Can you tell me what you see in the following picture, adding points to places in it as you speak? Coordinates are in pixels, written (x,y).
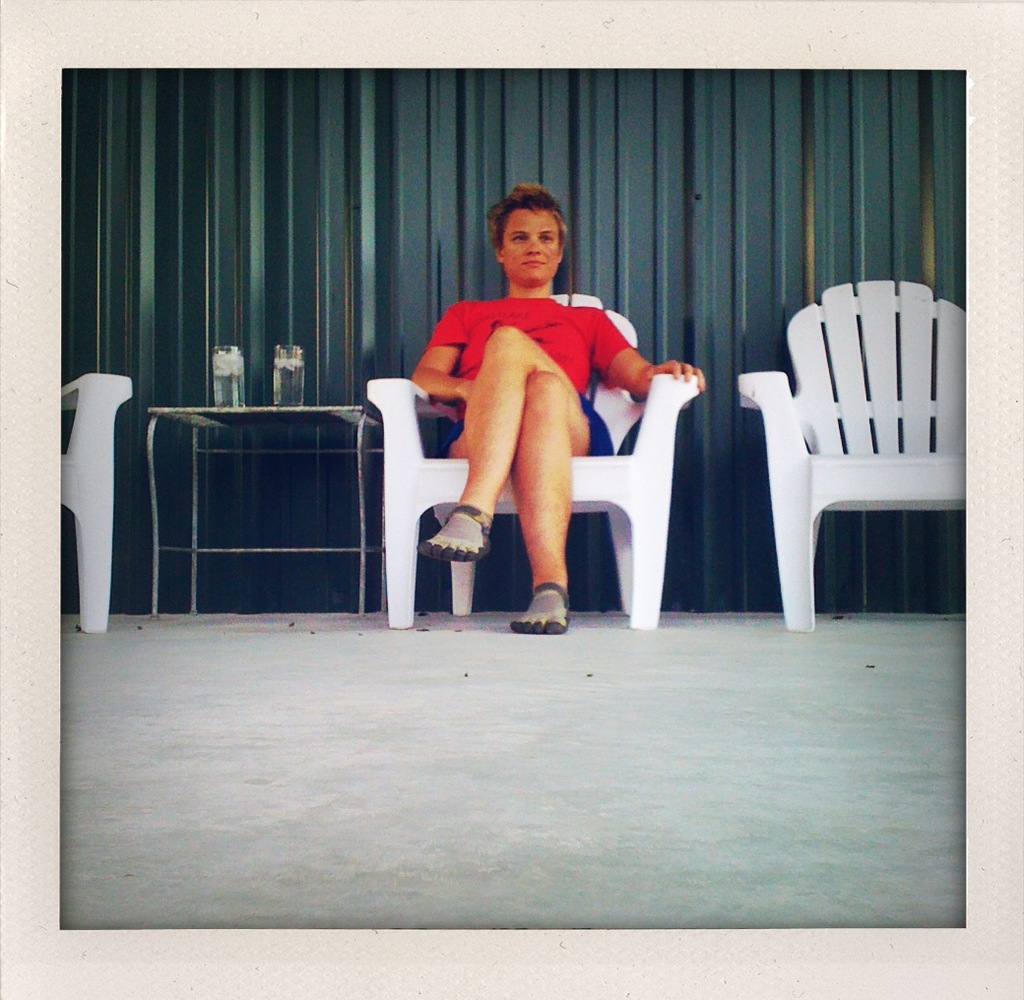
This person (470,558) sitting on the chair (453,562). We can see chairs (393,530) and table (150,429). On the table (290,418) we can see glass (228,382). On the background (391,132) we can see wall (780,182).
